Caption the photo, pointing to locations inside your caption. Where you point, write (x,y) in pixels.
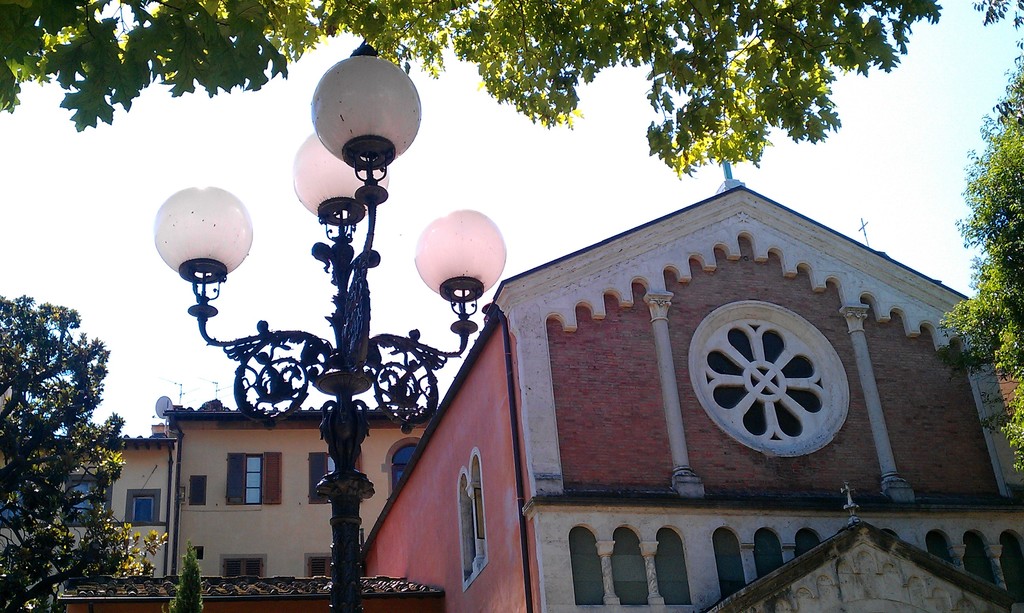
This picture is taken from the outside of the building (814,329). In this image, on the left side (278,396), we can see a street light (362,495). On the left side (84,398), we can see some trees (42,338). On the left side (248,492), we can see a glass window (250,491). On the right side (972,314), we can see some trees (1000,122). At the top (507,139), we can see a sky (504,112) and trees (540,100).
